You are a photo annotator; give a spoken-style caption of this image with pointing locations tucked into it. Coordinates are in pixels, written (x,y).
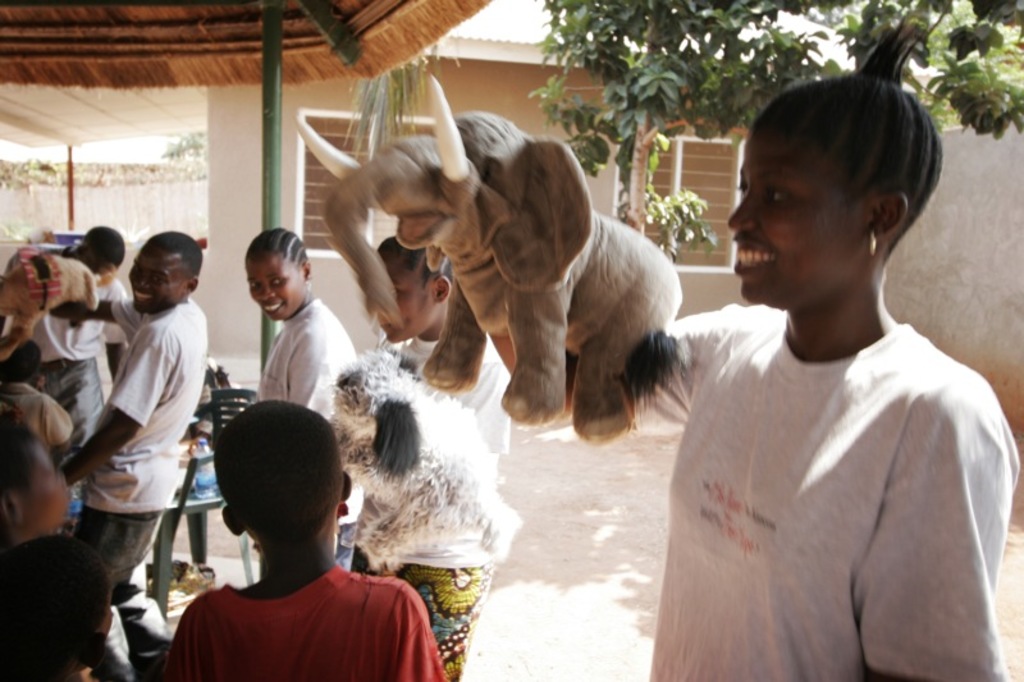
In this picture we can see a group of people (714,454), toys (546,338), chair (220,394), shelter (132,50) and some objects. In the background (132,230) we can see the walls (157,219), trees (704,112) and a house (688,169) with windows (348,142).
